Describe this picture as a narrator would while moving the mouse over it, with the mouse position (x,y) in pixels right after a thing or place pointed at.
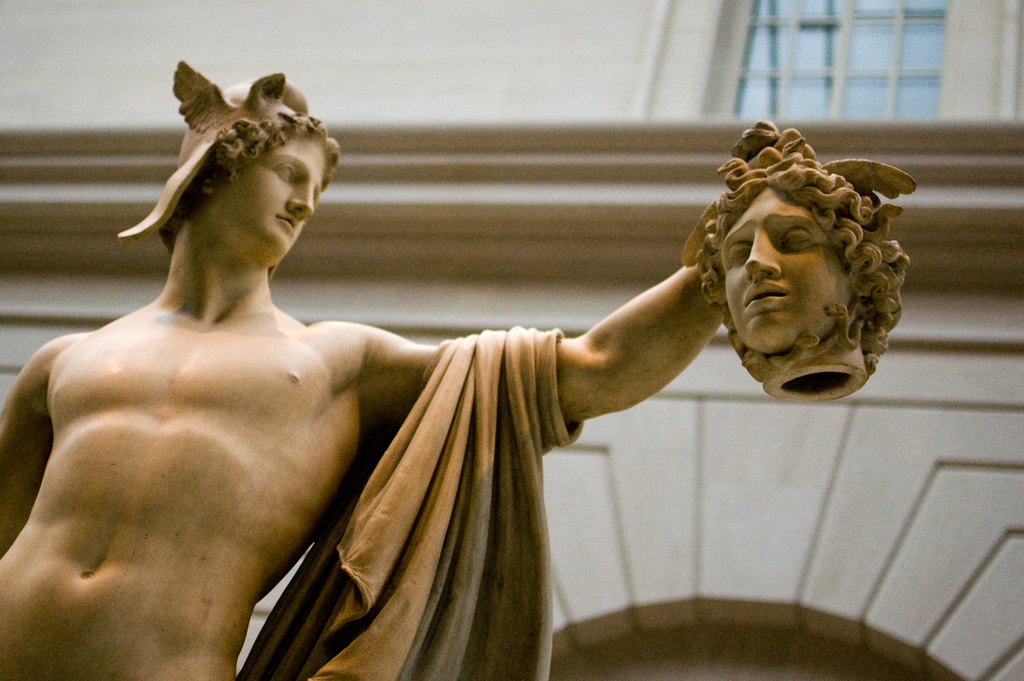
In this image we can see a sculpture (268,342). In the background (534,184) there is a building (776,509).
